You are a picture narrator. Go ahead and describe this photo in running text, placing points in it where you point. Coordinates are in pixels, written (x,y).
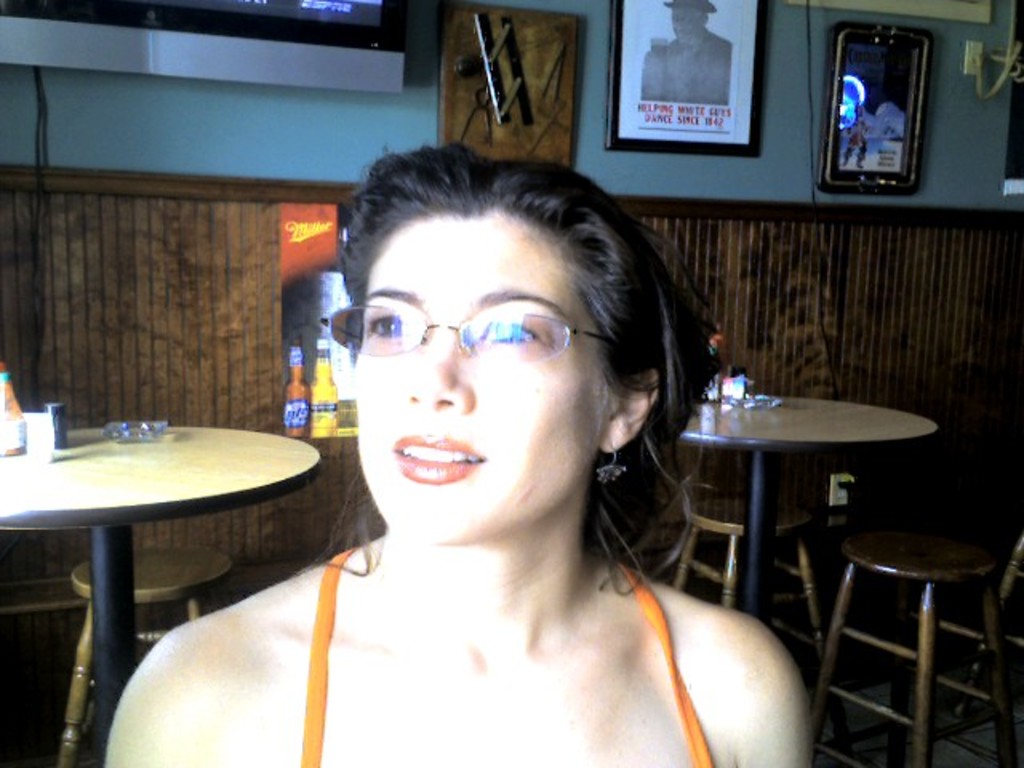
In the center of the image (512,276) there is a lady (450,480) she is wearing glasses (460,332) behind her there are two tables (203,447) and stools (932,595) we can see bottles (22,446), boxes (48,449) placed on the table (106,525). In the background (300,208) there is a wall (273,144), photo frames (697,135), mirror (888,135) and screen (391,72) attached to the wall (250,87).
